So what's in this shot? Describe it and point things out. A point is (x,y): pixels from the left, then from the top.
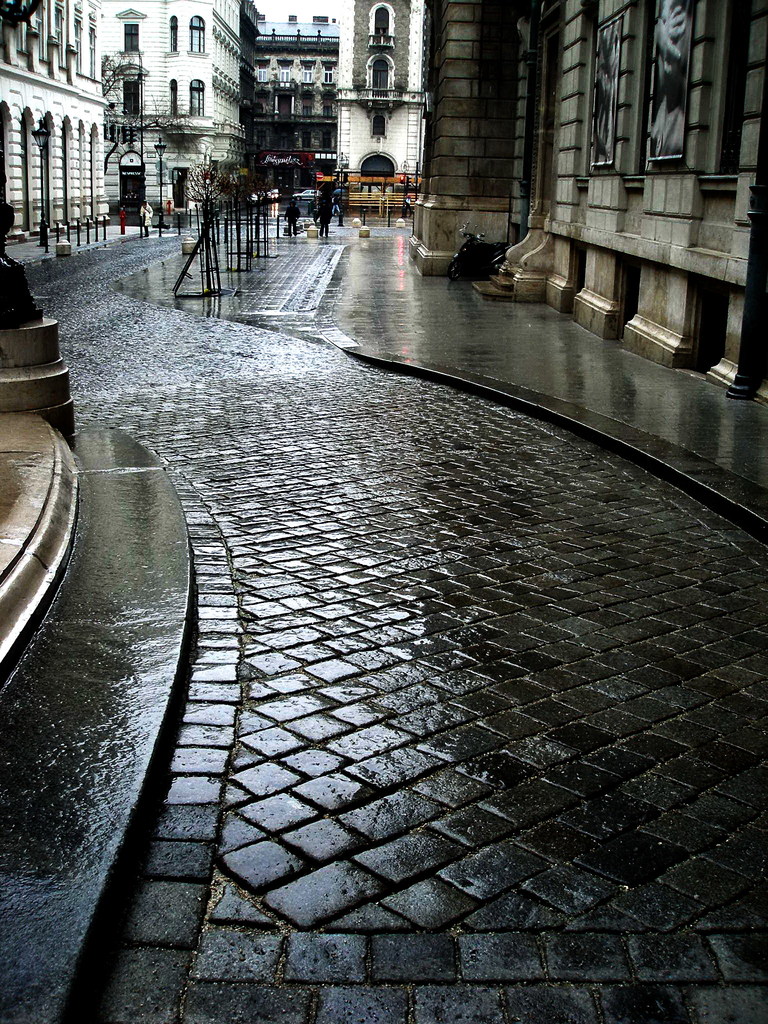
In this image, we can see a walkway (346,524), footpath (331,294). Top of the image (592,190), there are so many buildings (530,184) with walls (356,155), windows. Here we can see few people (293,220), some objects (364,232).
